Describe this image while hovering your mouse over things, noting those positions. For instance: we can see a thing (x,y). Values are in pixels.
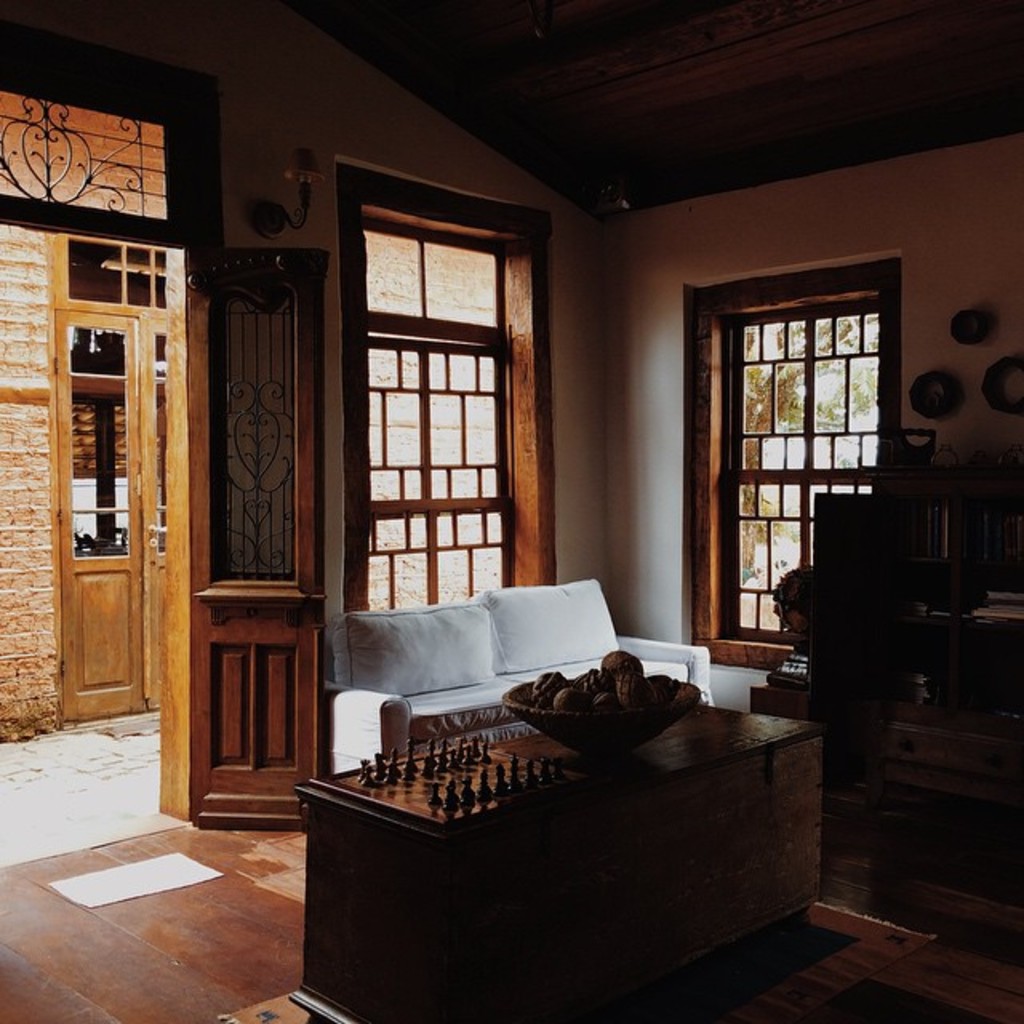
In a room (191,822) there is a sofa (440,663) with pillows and table (737,848) with bowl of fruits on it. In front of the bowl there is a chess board (538,780) and opposite to table (787,733) there is a book shelf (1014,576) with books (989,534) in it.
